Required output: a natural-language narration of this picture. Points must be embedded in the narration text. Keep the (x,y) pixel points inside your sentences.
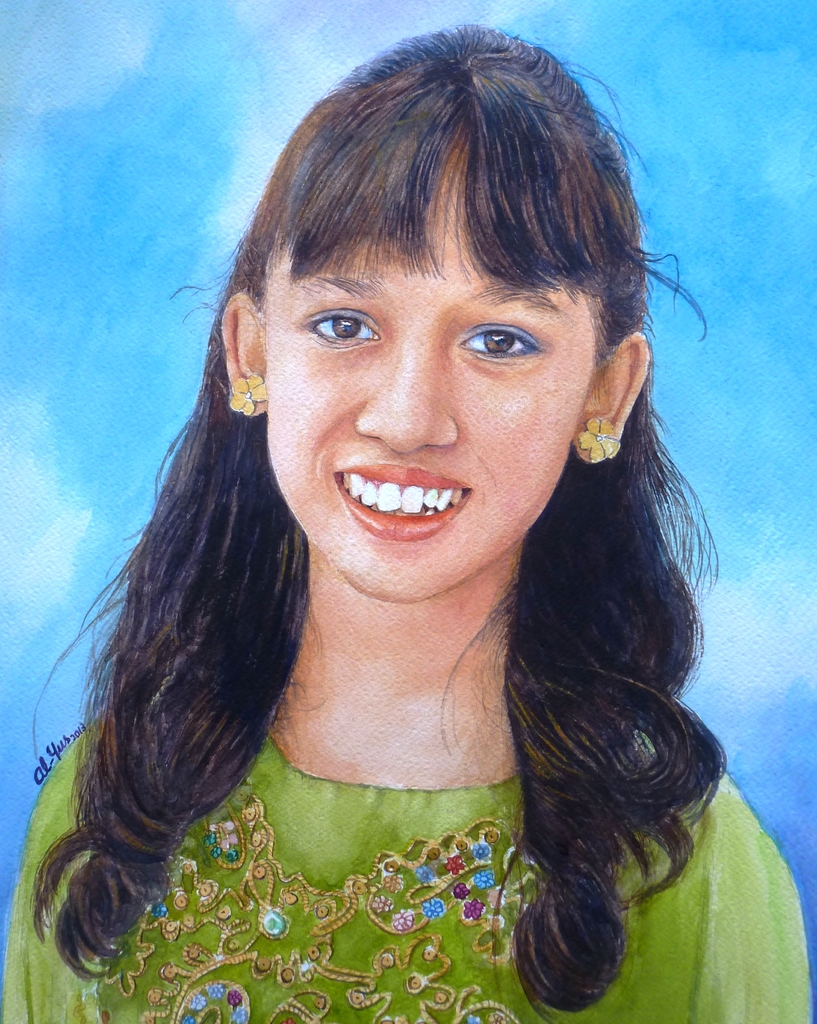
In this image we can see the colorful sketch painting (370,730) of one girl (353,727).
